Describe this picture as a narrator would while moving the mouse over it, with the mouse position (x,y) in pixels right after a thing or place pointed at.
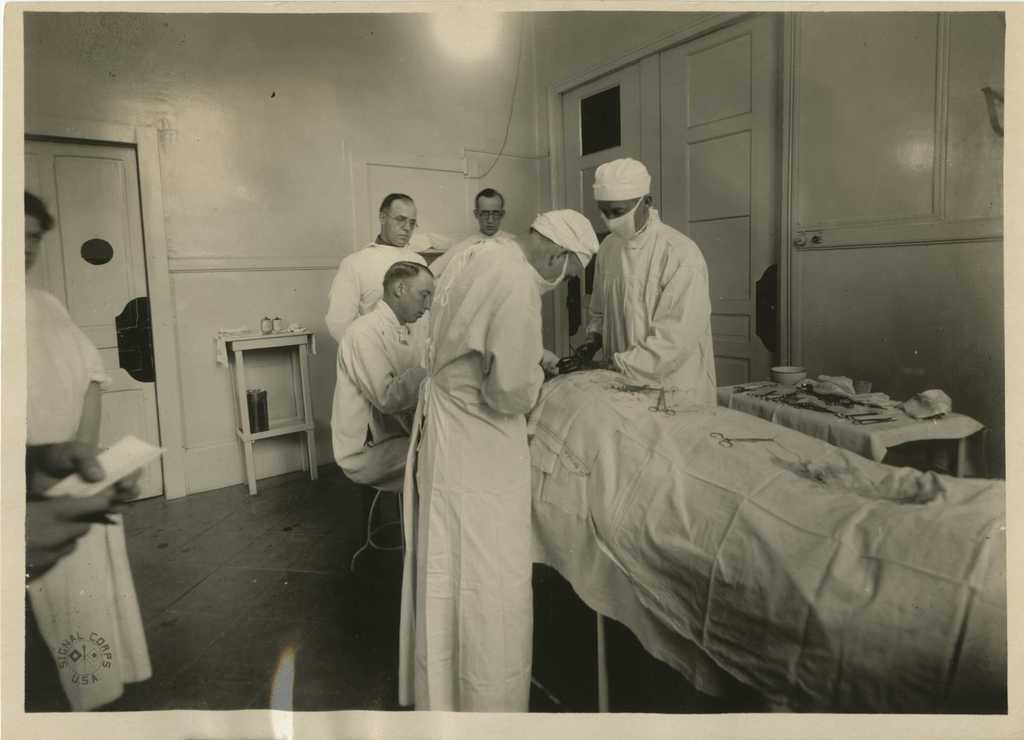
This image is a black and white image. This image is taken indoors. In the background (721,153) there is a wall (183,309) with doors (126,332) and there is a table (246,463) with a few things (253,412) on it. On the left side of the image (72,393) there are two persons (49,487) standing on the floor (379,511). On the right side of the image (878,443) there is a table (817,431) with a few things (857,406) on it and a man (981,490) is lying on the bed (647,481) and there is a blanket (677,614). In the middle of the image (666,270) four men (511,358) are standing on the floor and a man (365,403) is sitting on the stool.
